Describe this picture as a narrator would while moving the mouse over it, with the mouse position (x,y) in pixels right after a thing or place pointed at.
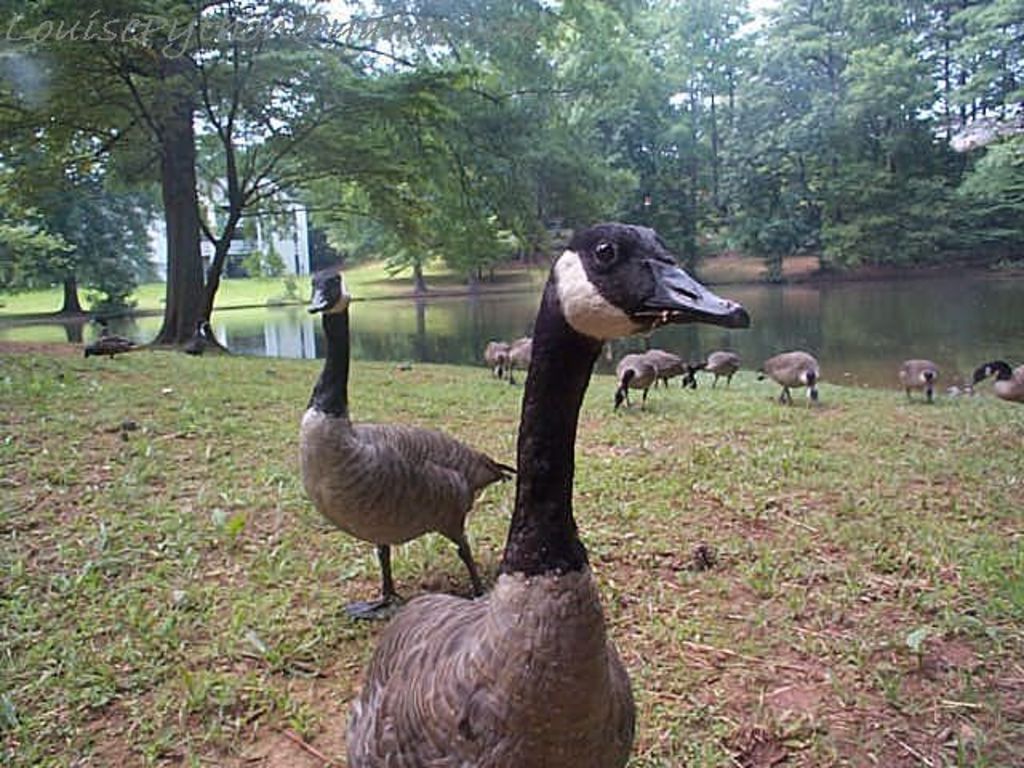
In this image there are group of geese (635,365) standing on the ground (302,712) and eating the grass (626,409). In the background (431,328) there is water (445,304). Behind the water (445,304) there are trees (427,157) and a building (280,238). On the ground (118,570) there is grass (147,493).
